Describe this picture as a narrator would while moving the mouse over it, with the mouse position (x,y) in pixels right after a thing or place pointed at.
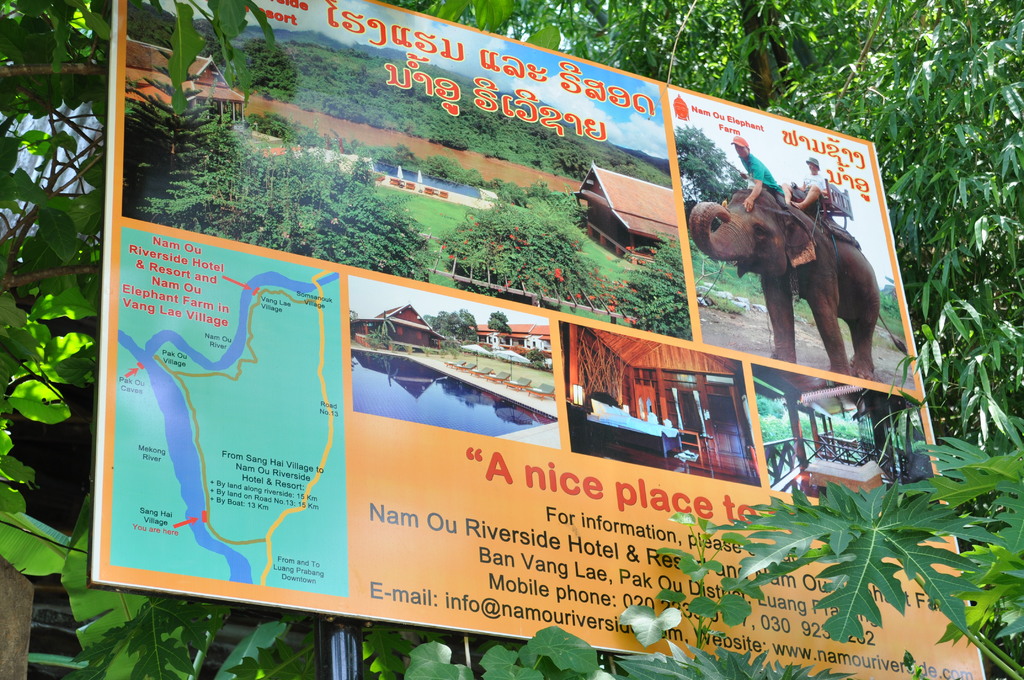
In this picture I can see a board (601,403). On the board (556,396) I can see two people (792,187) are sitting on the elephant (780,283), water (474,390), buildings (517,344), trees (520,251), the sky (393,298), maps (263,523) and something written on the board (652,520). In the background (812,64) I can see trees (797,68).
